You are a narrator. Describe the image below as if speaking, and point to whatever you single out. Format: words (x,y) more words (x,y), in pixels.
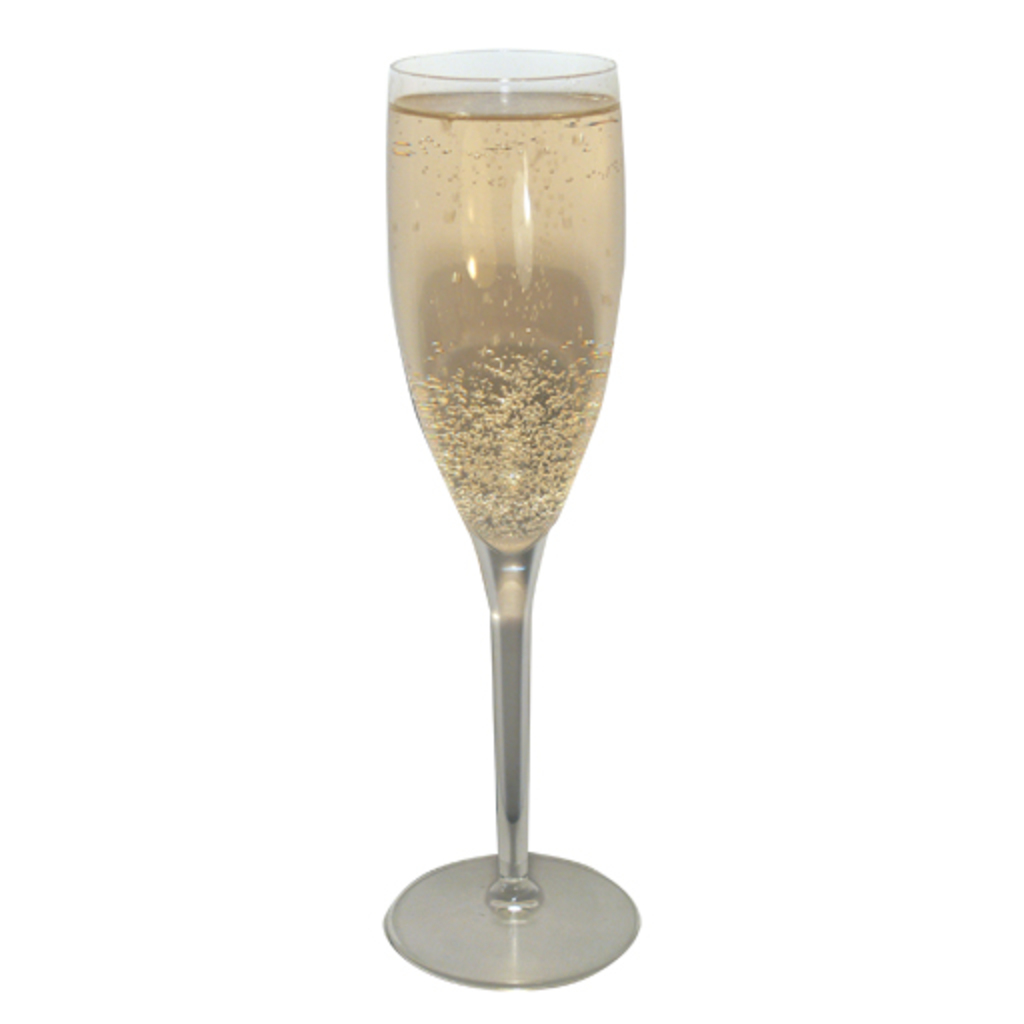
In this image we can see a glass (448,436) with liquid (448,412) in it and the background (790,568) is white.
